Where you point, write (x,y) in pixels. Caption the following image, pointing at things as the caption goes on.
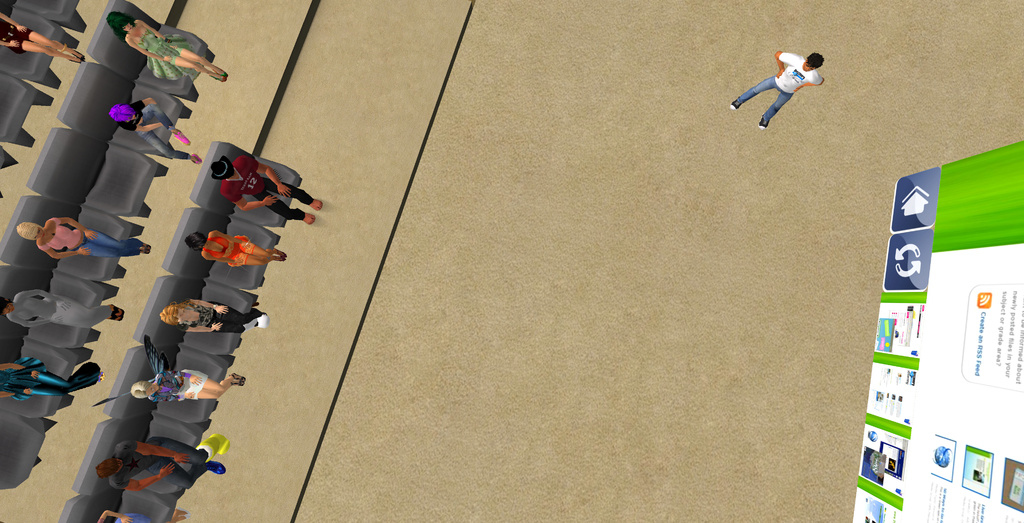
In this image I can see the animated picture and I can also see the person (769,83) standing and the person (806,75) is wearing white and blue color dress (773,86) and I can also see the screen (889,430) in green and white color and I can see something written on the screen (959,378).
